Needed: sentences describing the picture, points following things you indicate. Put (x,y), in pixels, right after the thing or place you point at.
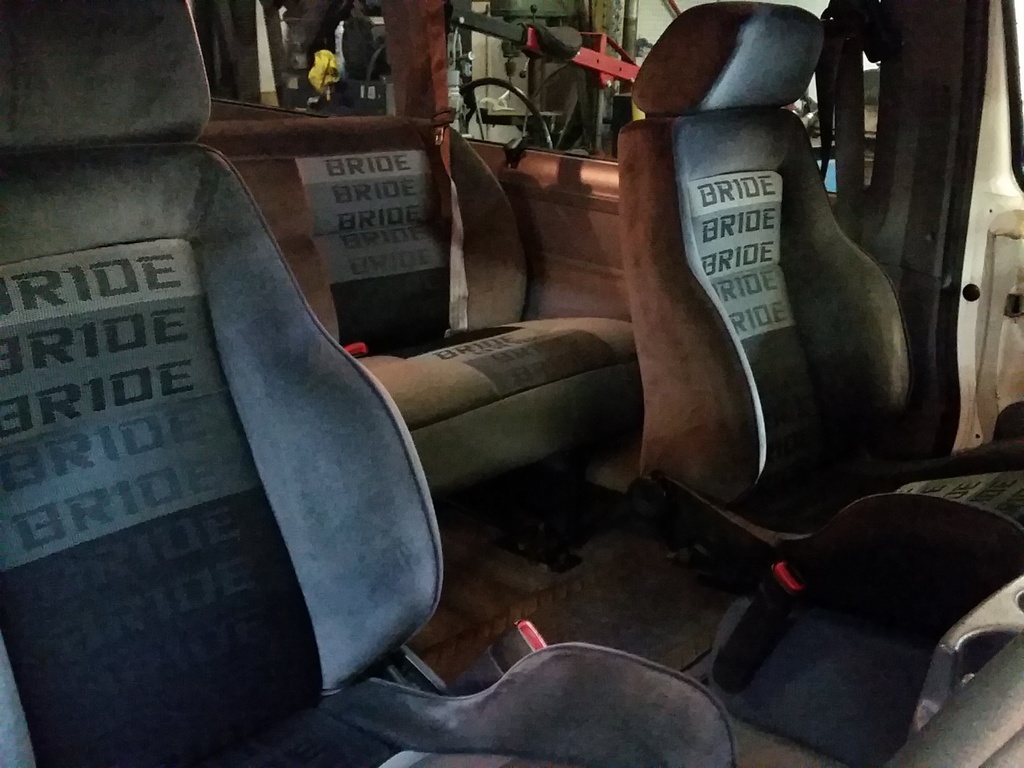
This image is taken inside the vehicle (589,165). In this image we can see the seats (383,280). We can also see some objects (497,48) in the background (494,60). We can see the text (129,282) on the seats (665,306).
